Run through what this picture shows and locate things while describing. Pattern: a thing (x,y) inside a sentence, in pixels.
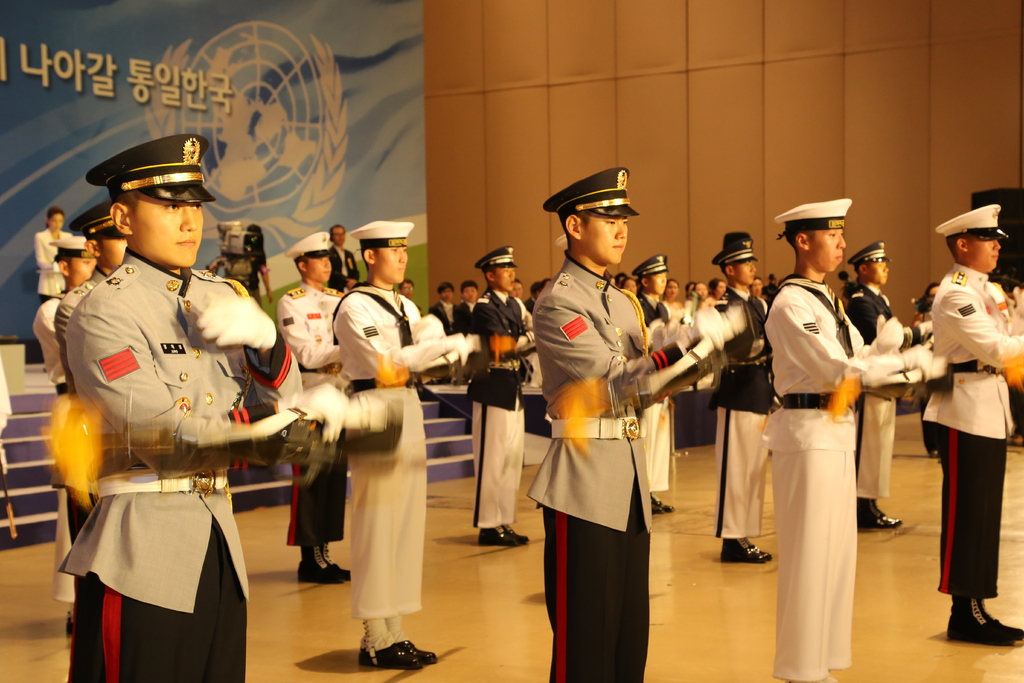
In this picture we can see people (391,238) standing on the floor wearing caps (117,165) and gloves (211,325). In the background (38,250) we can see stairs (19,430) and few people (38,250).
